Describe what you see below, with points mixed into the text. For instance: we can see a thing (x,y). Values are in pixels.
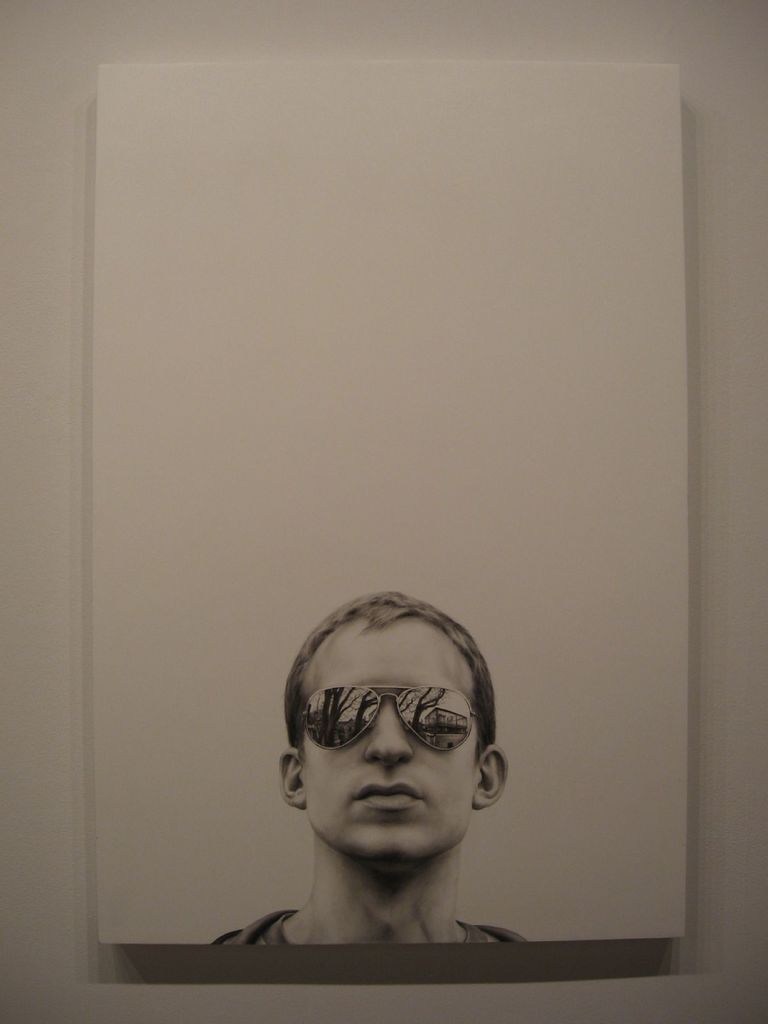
In this image, we can see the wall (726,585) and some art (395,714).
